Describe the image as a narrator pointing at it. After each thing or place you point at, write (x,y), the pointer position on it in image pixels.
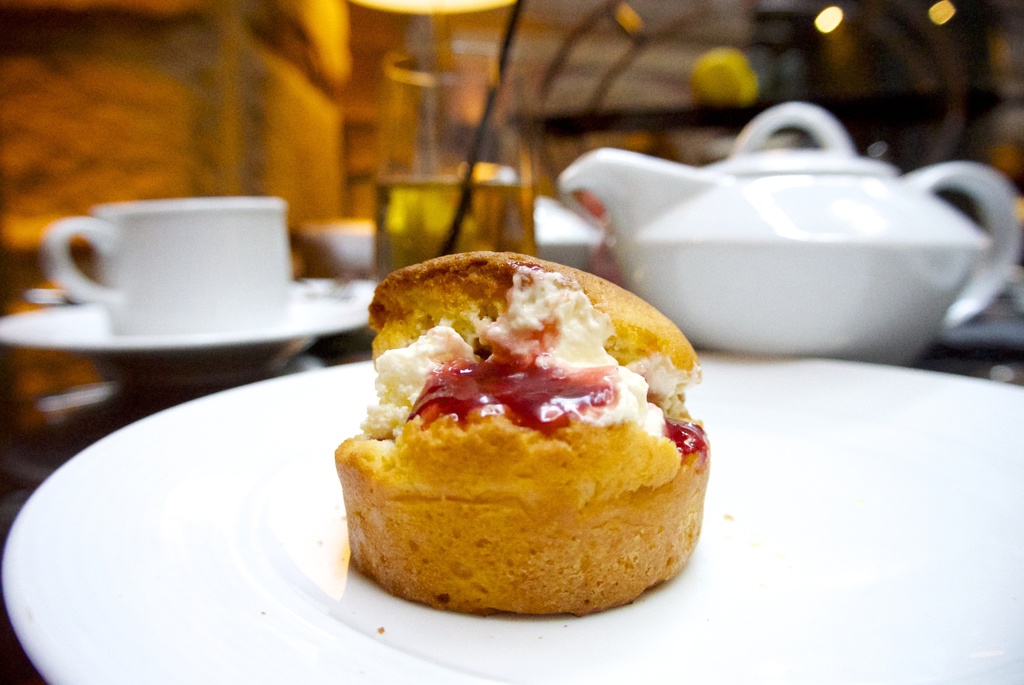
In this image I can see the food (564,527) in the plate (296,547) and the food (398,556) is in brown, red and white color and the plate (160,557) is in white color. In the background (800,248) I can see few glasses (277,313) and I can also see the tea pot (610,208).
